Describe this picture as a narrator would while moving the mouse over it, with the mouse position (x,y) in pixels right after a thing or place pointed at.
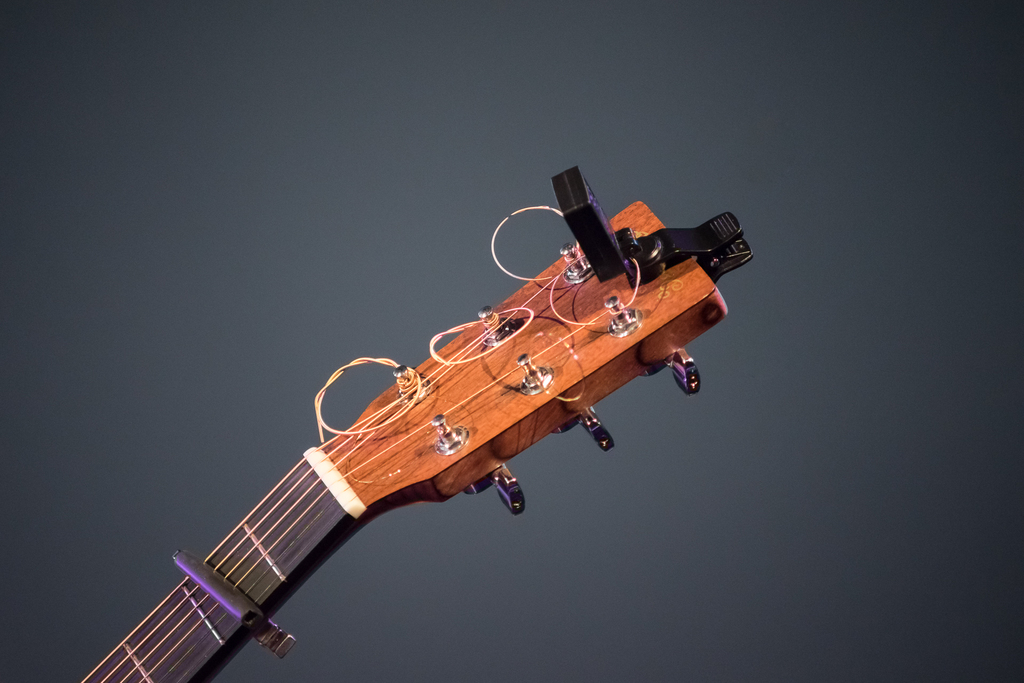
In the image we can see there is a upper part (406,413) of a guitar (428,491) and there are strings (155,611) which are attached to a clip (736,250).
